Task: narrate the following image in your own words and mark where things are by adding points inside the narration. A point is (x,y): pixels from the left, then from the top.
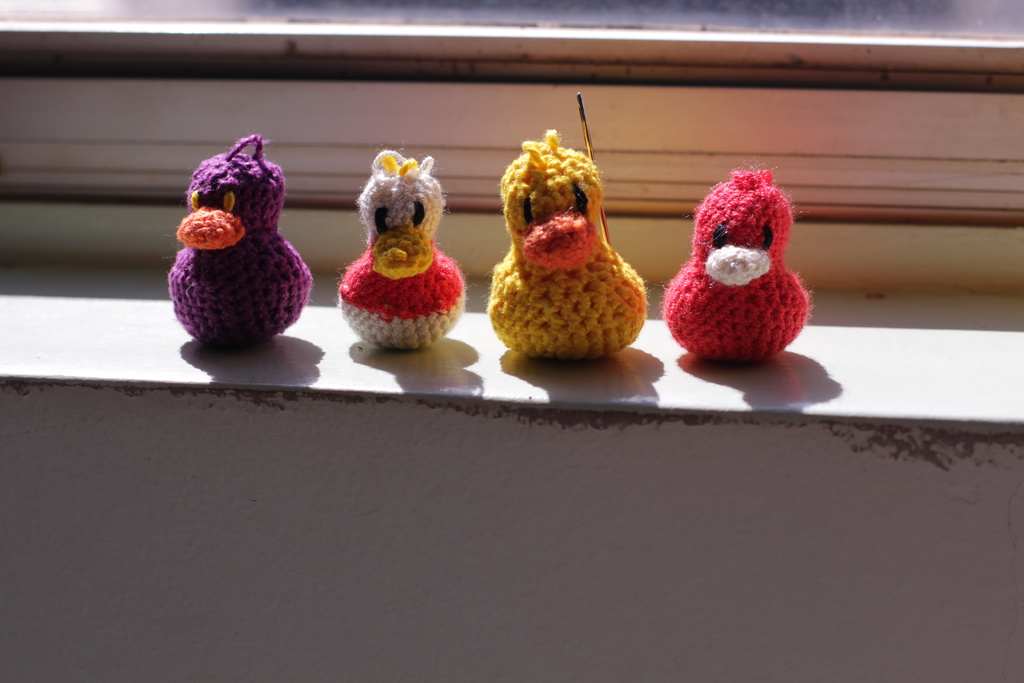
In this picture we can see four toys (776,346) on the wall (392,404) and in the background (302,110) we can see some objects (641,99).
